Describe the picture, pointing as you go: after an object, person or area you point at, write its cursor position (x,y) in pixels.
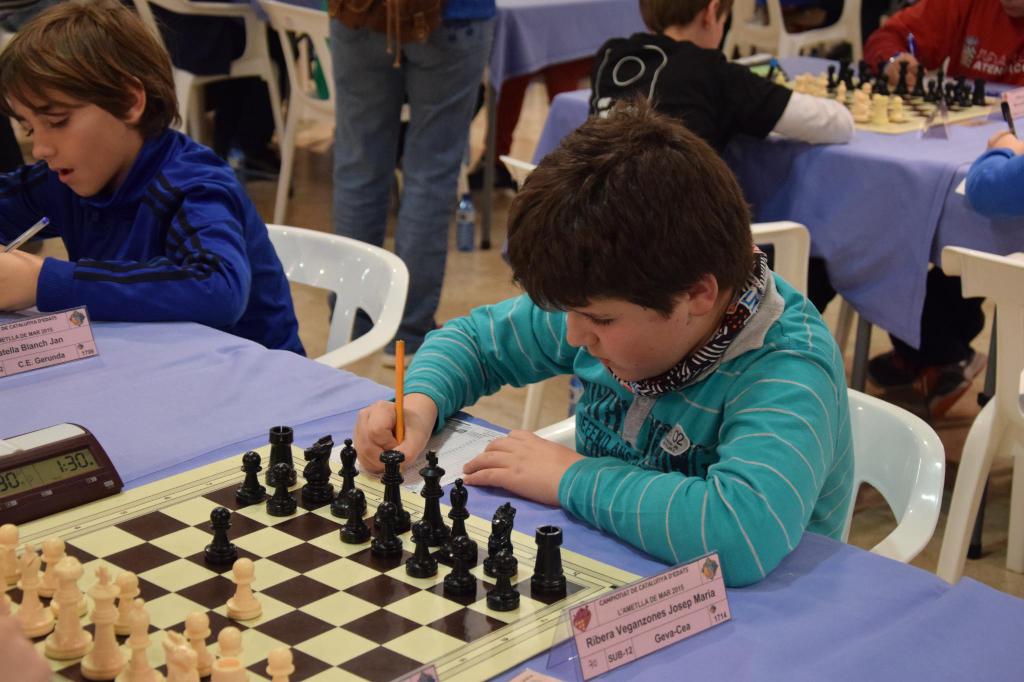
The picture is taken in a chess board competition where kids (745,309) sit in a table (245,345) and chess board (178,502) with timer (85,451) on the left (95,460) and a name tag (633,627) on the right (700,606) are placed.
